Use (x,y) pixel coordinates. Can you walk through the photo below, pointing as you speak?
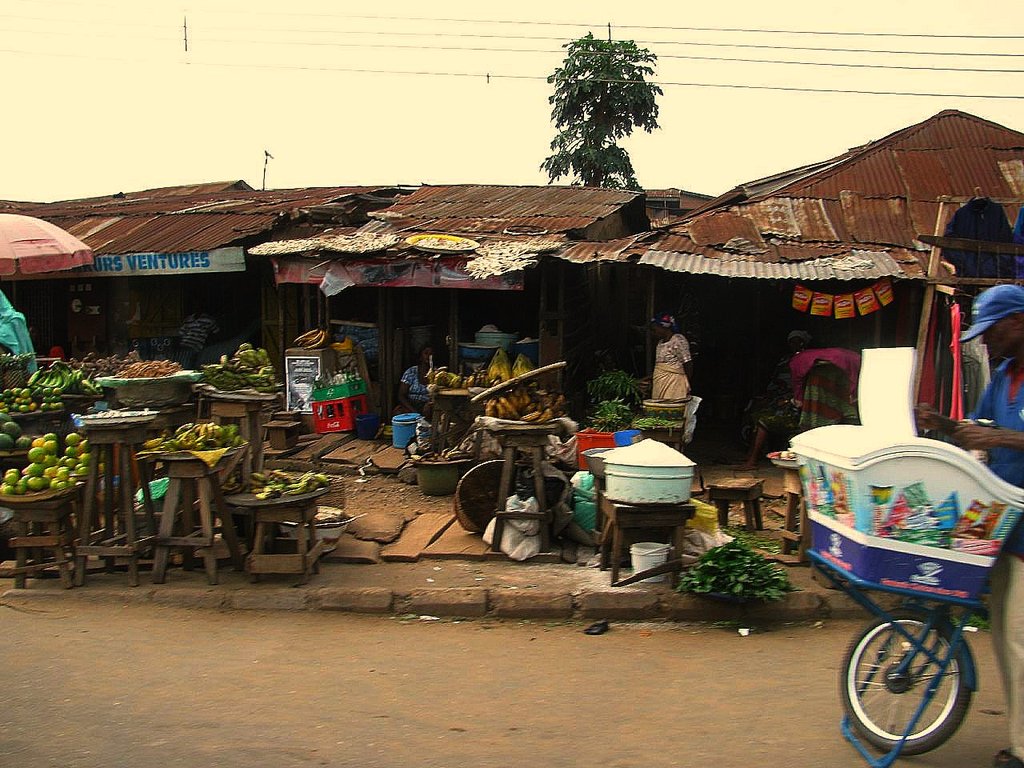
In the middle of the image (520,394) I can see tables (164,503) and eatable items (5,368). In the background (802,428), I can see houses (354,224) and trees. On the right side of the image (1007,432) I can see one person (983,323). At the top of the image (604,24) I can see current wires (220,65).
